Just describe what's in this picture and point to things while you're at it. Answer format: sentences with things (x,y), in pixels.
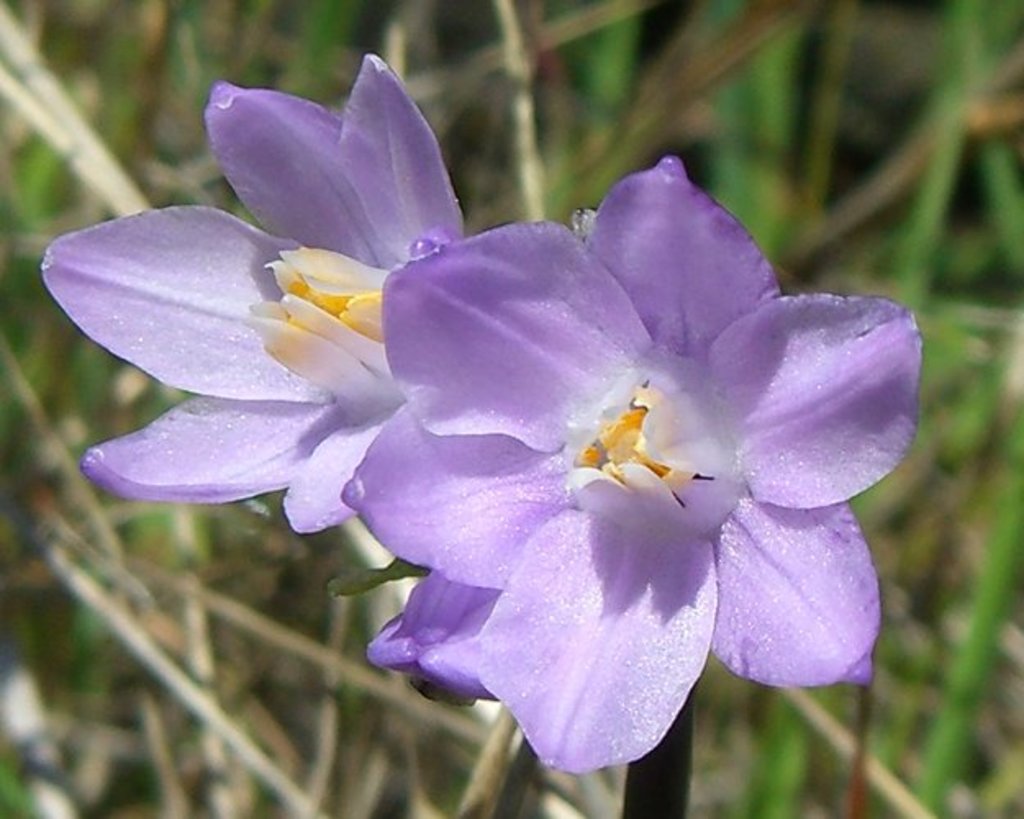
In this image, we can see flowers (590,306) on green background.
